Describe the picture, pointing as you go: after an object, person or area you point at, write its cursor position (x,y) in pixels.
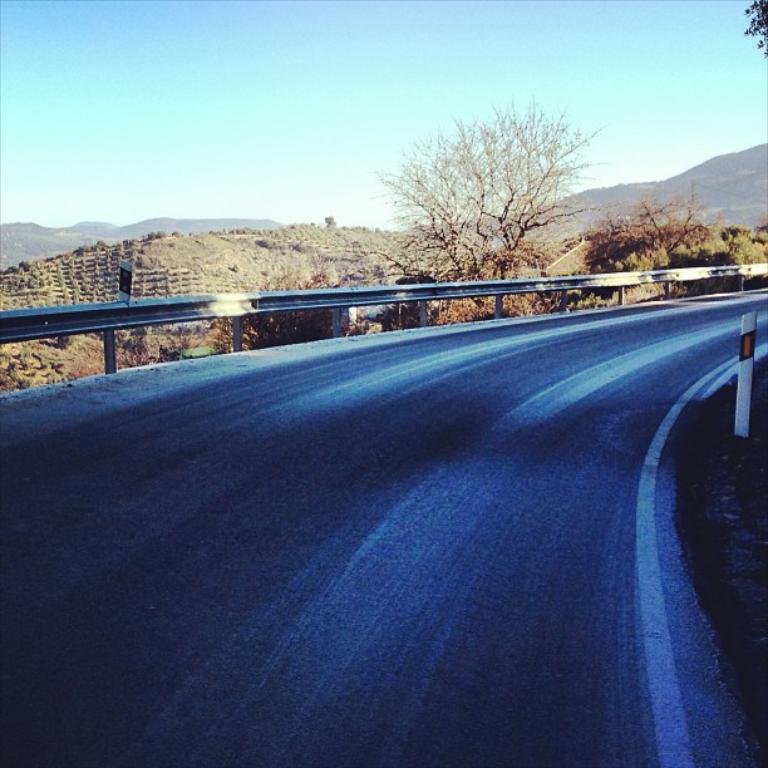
This is an outside view. At the bottom (219,589) there is a road (41,424). Beside the road (73,682) there is a railing (135,321). In the background (463,239) there are many trees (447,240) and hills (294,237). At the top of the image (337,70) I can see the sky (414,70) in blue color.
